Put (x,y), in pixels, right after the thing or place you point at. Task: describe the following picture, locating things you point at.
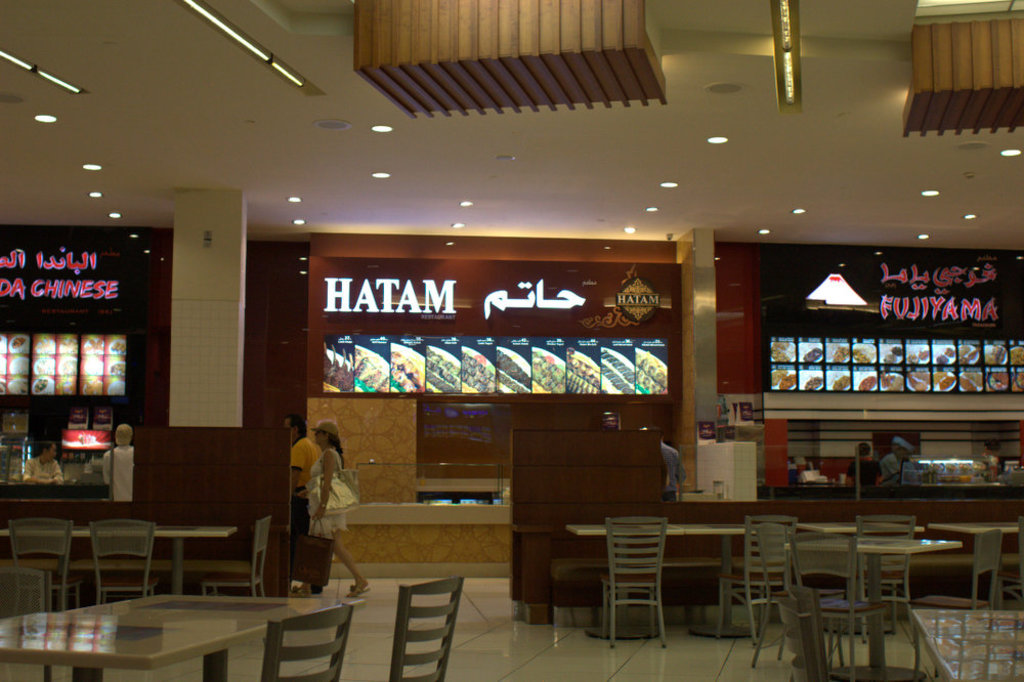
In this image we can see many tables (163,606) and chairs (777,588). Two people (329,455) are walking. In the back (12,325) there are stalls (471,363) with something written. Also there are many items (86,448) and people (117,434). On the ceiling (227,168) there are lights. And there are images (502,359) of food items (454,368).
